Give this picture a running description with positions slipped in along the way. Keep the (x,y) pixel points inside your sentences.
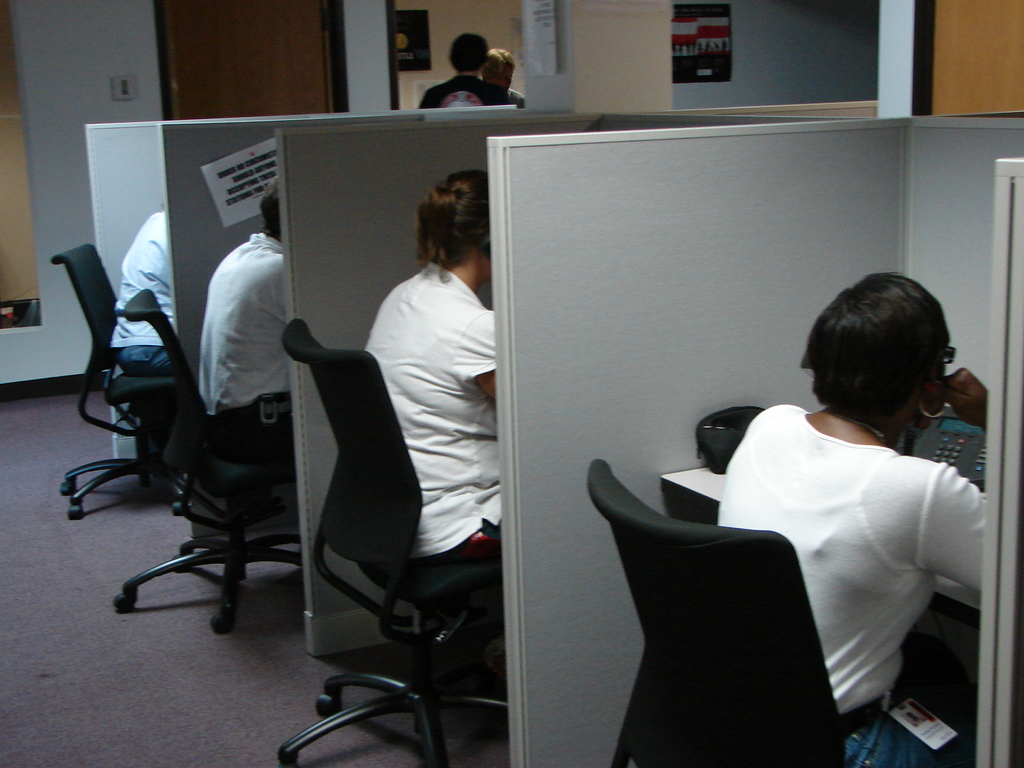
On the background of the picture (507,57) we can see a wall (61,84) and two persons (468,64) standing. these are the boards (538,28). Here we can see four cabins (563,288) and four persons (488,354) sitting on chairs (732,575). This is a floor (134,660). this is a paper note (232,194).
